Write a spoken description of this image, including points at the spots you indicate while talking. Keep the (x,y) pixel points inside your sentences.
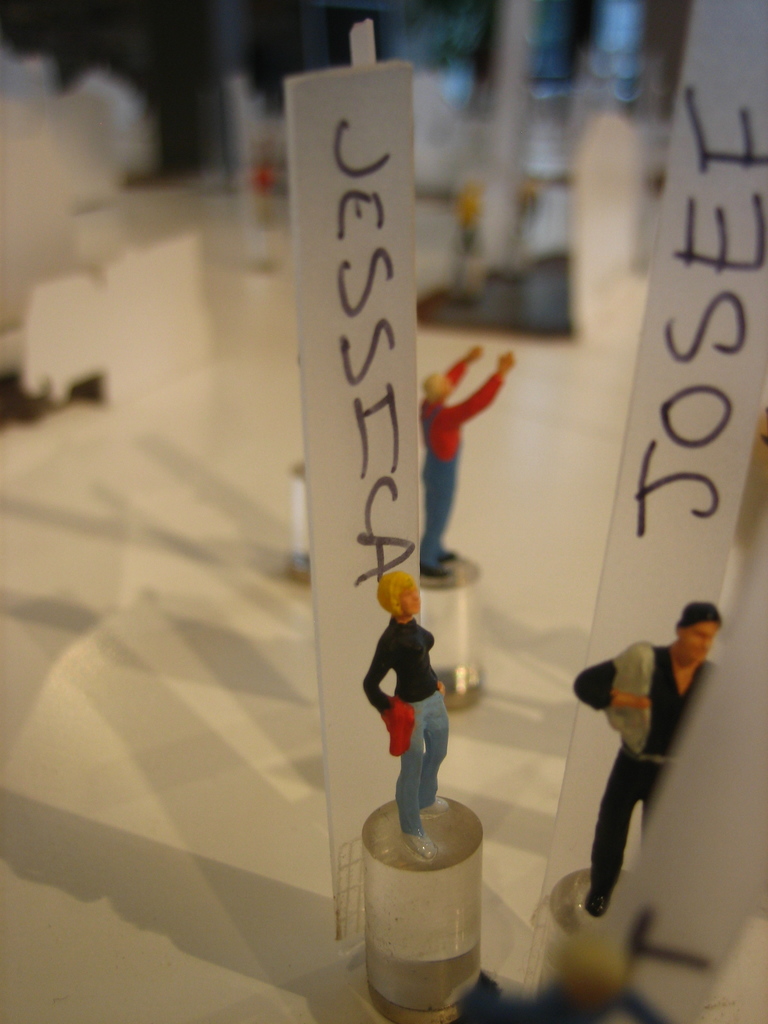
In this image in the center (410,669) there are toys (483,405) and there is a text (693,352) written on the papers (387,438) which are in the front (340,353) and the background (185,348) is blurry.
